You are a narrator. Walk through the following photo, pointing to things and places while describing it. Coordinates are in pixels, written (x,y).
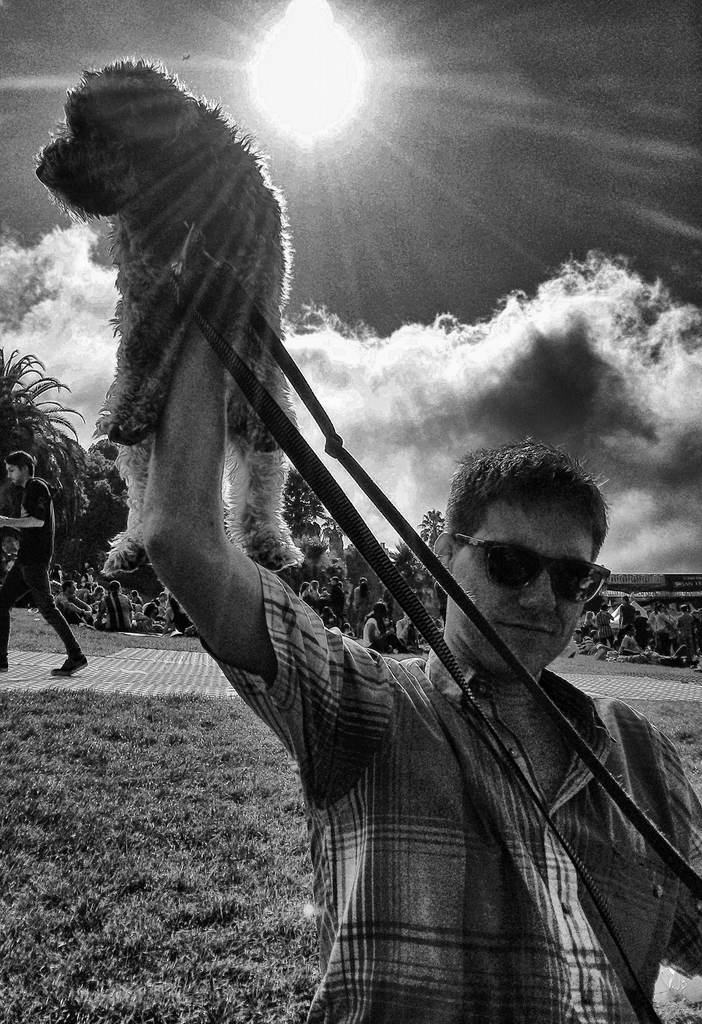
In this image I can see a man (636,715) in the front (446,517) and I can see he is holding a dog (249,326). I can see he is wearing a shirt (579,787), shades (536,576) and in the front of him I can see dog's leash (251,385). In the background (246,720) I can see an open grass ground (165,903) and on it I can see number of people (687,614) where few are standing and rest all are sitting. I can also see few trees (348,576), clouds (527,413), the sky (437,275) and the sun (330,29) in the background (309,218). I can see this image is black and white in color.
